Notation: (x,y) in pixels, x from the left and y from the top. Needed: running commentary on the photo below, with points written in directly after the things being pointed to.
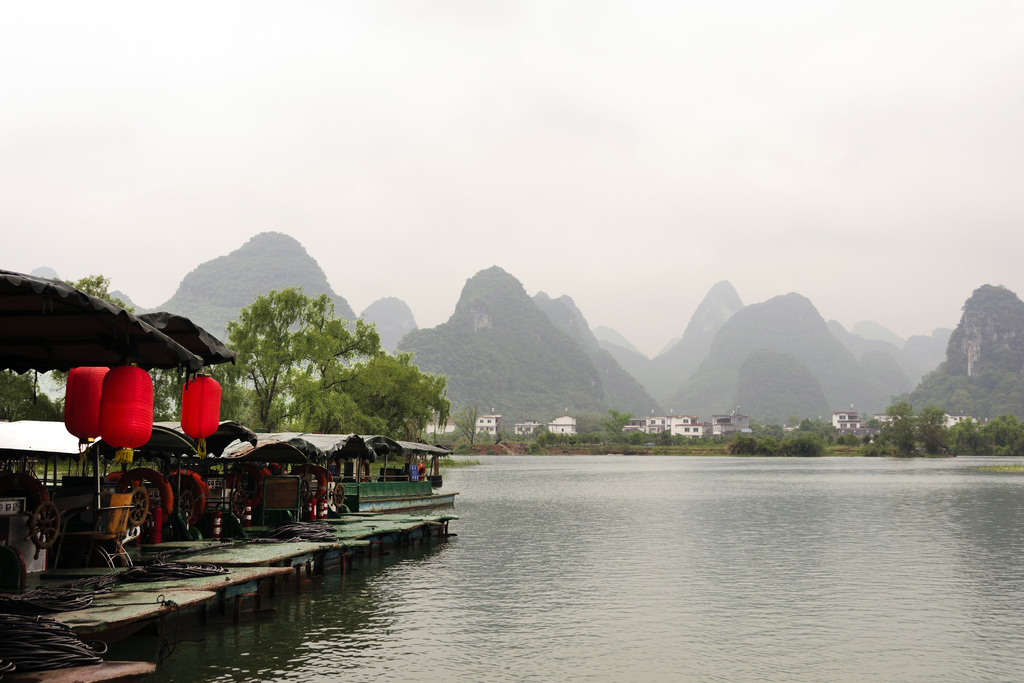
In this picture there are few boats (243,505) in the left corner (260,497) and there is water (678,533) beside it and there are trees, buildings (697,423) and mountains (679,350) in the background (632,361).
